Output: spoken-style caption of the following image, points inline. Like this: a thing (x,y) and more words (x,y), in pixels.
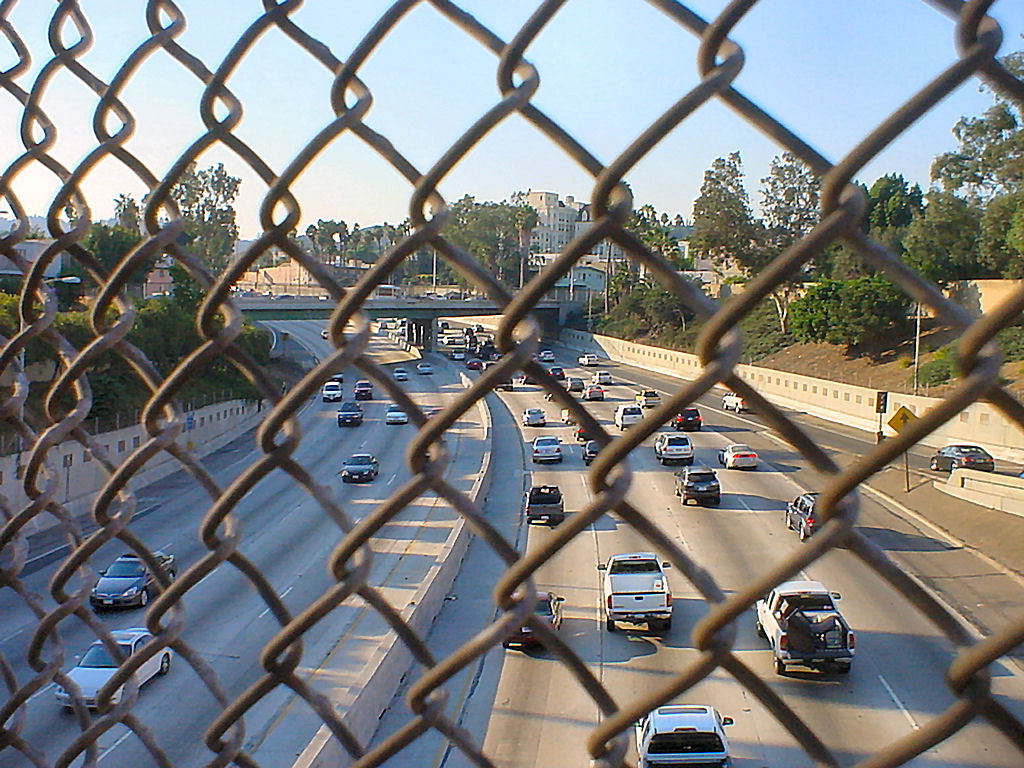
In the foreground of the picture (519,105) I can see the metal grill fence (376,606). I can see the vehicles (424,366) on the road (570,446). In the background (433,343), I can see the bridge construction (481,309) and buildings (577,228). There are trees (224,258) on the left side (129,201) and the right side (903,231) as well. The sky (660,181) is clear.
